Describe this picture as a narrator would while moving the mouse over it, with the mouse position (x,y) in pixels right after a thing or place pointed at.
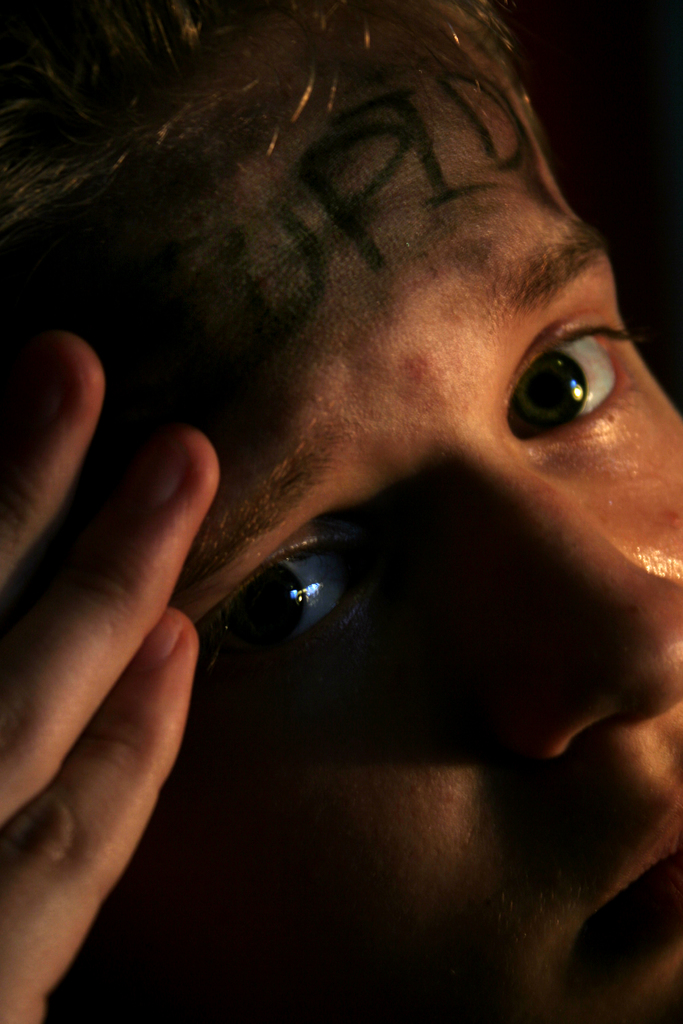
In this image, we can see a person (292,514) and there are some letters (350,204) written on his head (339,220).
